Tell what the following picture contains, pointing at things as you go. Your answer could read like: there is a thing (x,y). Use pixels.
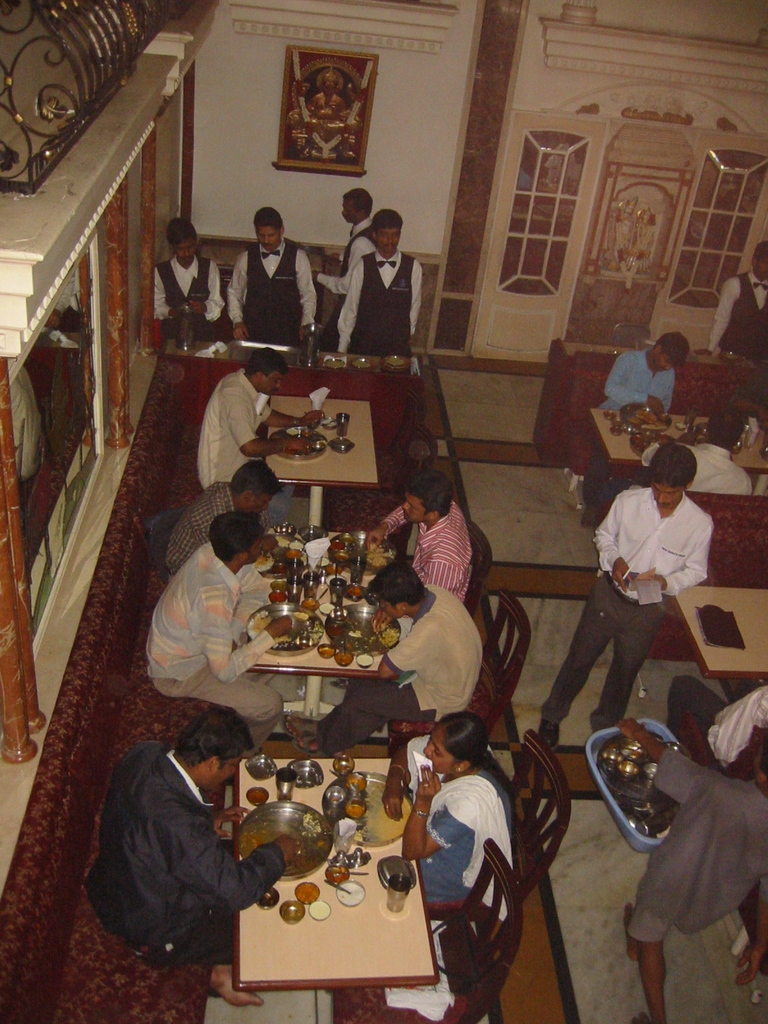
There are so many sitting in a chairs (416,465) and eating food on tables (280,890) and few people (375,221) standing at one corner to serve food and behind that there is a photo frame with flowers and there is a door (536,119) to access.
